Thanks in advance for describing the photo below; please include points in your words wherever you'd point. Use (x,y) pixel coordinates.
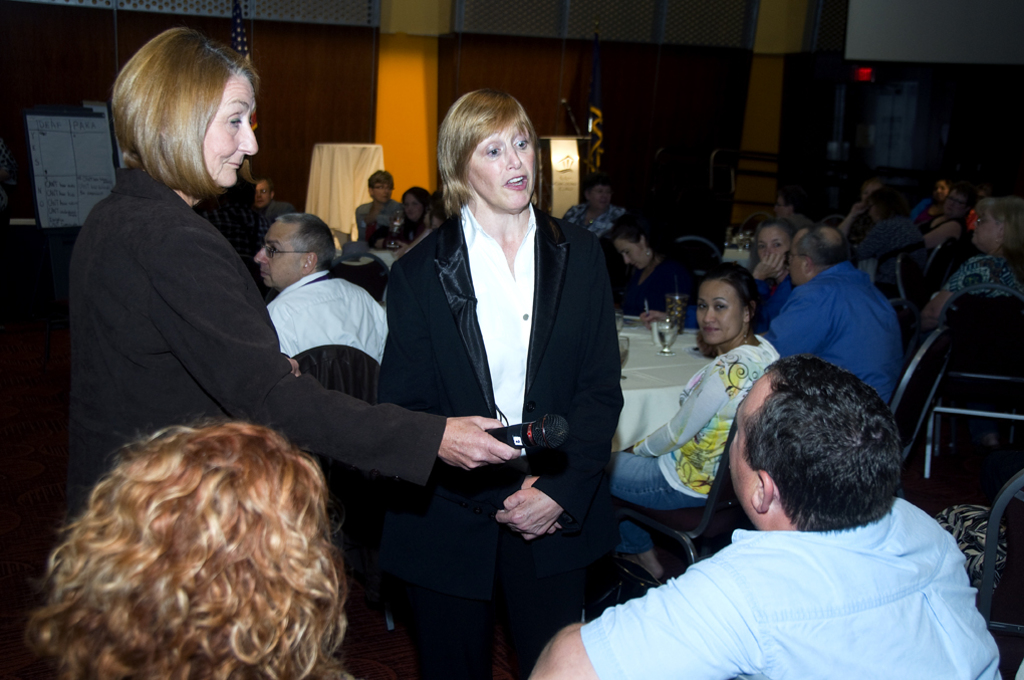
In this image there are many people (716,291) sitting on the chairs (910,377) at the tables (677,343). On the tables (662,367) there are glasses (662,338). In the foreground (220,327) there are two women (411,291) standing. The woman (201,323) to the left (246,345) is holding a microphone (520,440) in her hand (490,456). In the background (653,97) there is the wall (567,67). To the left (100,131) there is a board (70,163) near to the wall (80,95).
